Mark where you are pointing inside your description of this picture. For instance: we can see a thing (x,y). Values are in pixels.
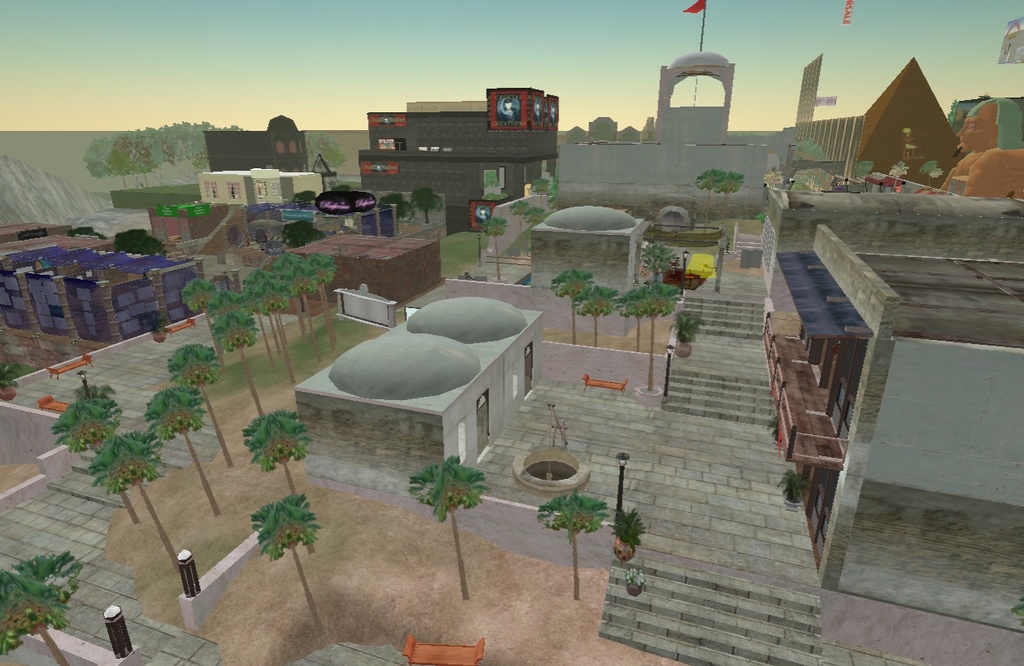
This is a graphic image in it there are many buildings (136,284), trees (79,421) are there.
